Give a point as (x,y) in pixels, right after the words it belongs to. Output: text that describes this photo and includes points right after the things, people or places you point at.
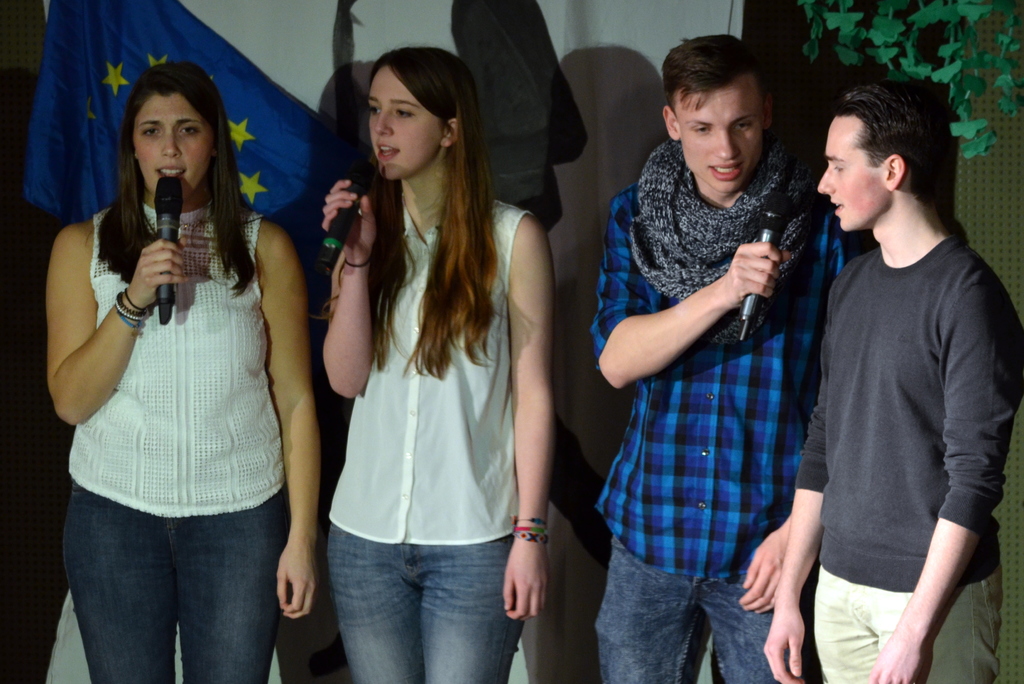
In this image I can see four people (612,373) with different color dresses (672,365). I can see few people (488,289) holding the mics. In the background (77,101) I can see the flag (295,112), wall (561,76) and the decorative plants (890,34).
